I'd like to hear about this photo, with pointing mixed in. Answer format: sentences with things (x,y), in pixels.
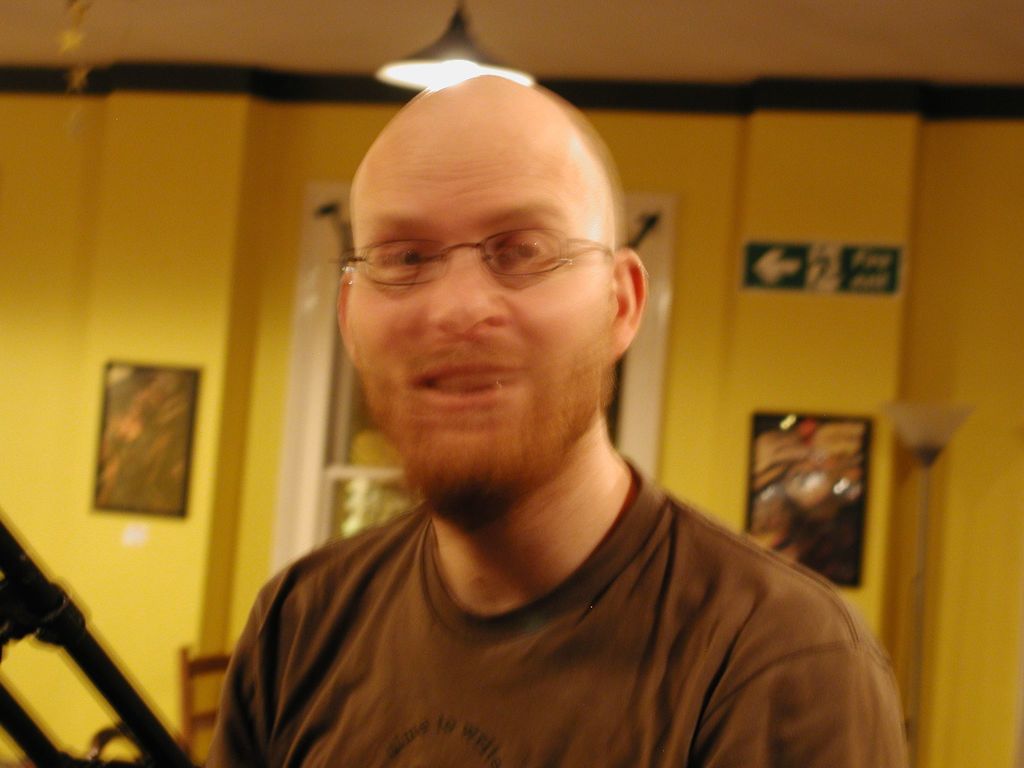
In the image we can see there is a man (523,361) and he is wearing spectacles (494,235). Behind there are photo frames (839,424) on the wall (1003,552) and there is a light (427,68) on the top (451,43). The image is little blurred.
